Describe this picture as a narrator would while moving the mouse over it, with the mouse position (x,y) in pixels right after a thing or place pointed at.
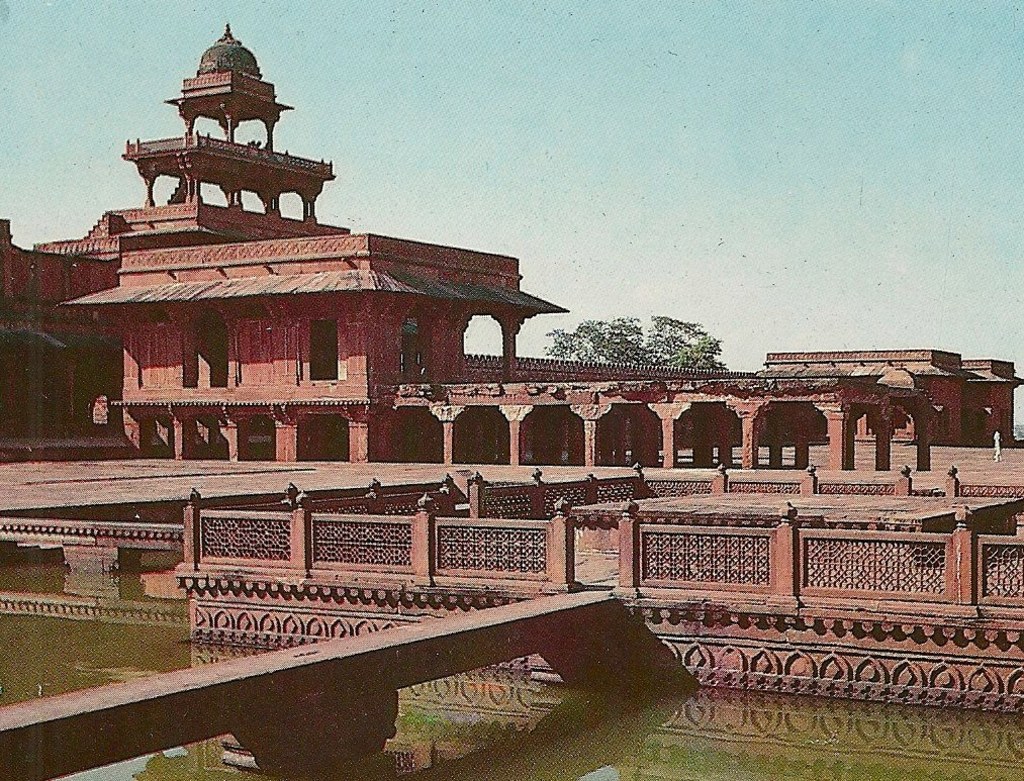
In this image I can see a building (163,444) with red color. I can see this is a fort (170,207). I can see a water pond (44,628) at the bottom of the image (614,683) with a walkway (392,640). At the top of the image (586,70) I can see the sky (566,79). I can see trees (684,342) behind the fort (693,382).
